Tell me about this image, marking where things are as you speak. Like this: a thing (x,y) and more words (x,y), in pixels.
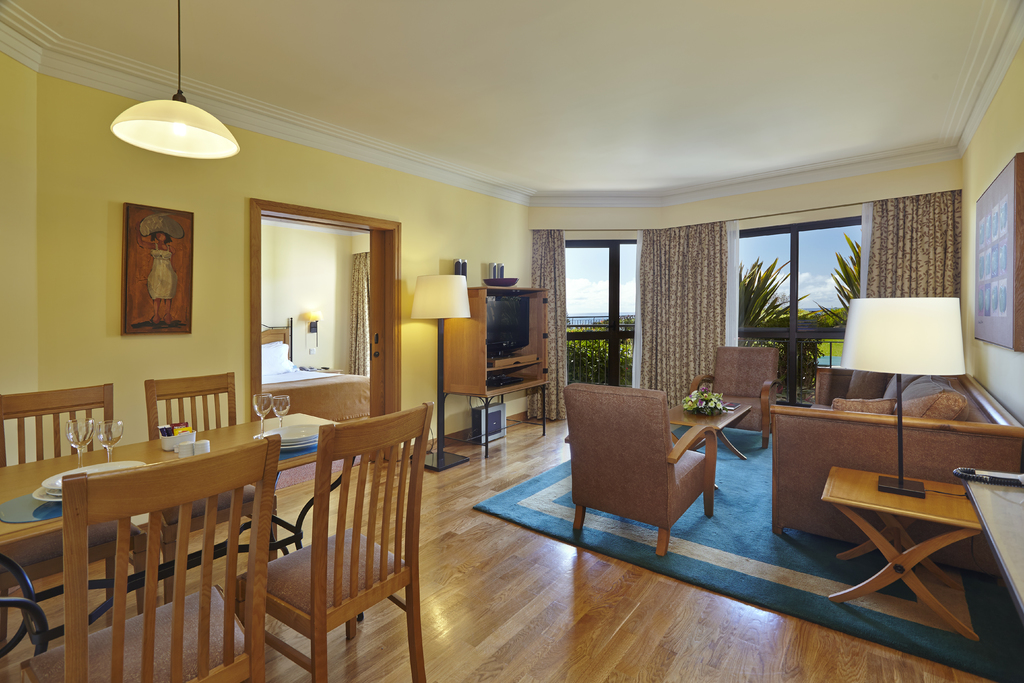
This picture was taken in the living room. This is a dining table (60,471) with the plates (58,479), wine glasses (75,440) and few other things (24,508) on it. These are the chairs (707,469). I can see a table (722,412) with a flower vase (695,411) on it. This looks like a couch (926,461) with the cushions (950,395). This is a lamp (908,487), which is placed on a table (932,513). I can see a carpet (705,551) on the floor (505,553). This looks like a television (493,346), which is kept in the television stand (485,337). These are the curtains (674,253) hanging to the hangers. I think these are the glass doors (827,323). These are the photo frames (172,295), which are attached to the wall (62,194). Here is another room (332,380). I can see a bed (300,385). This is a lamp (200,115) hanging.
